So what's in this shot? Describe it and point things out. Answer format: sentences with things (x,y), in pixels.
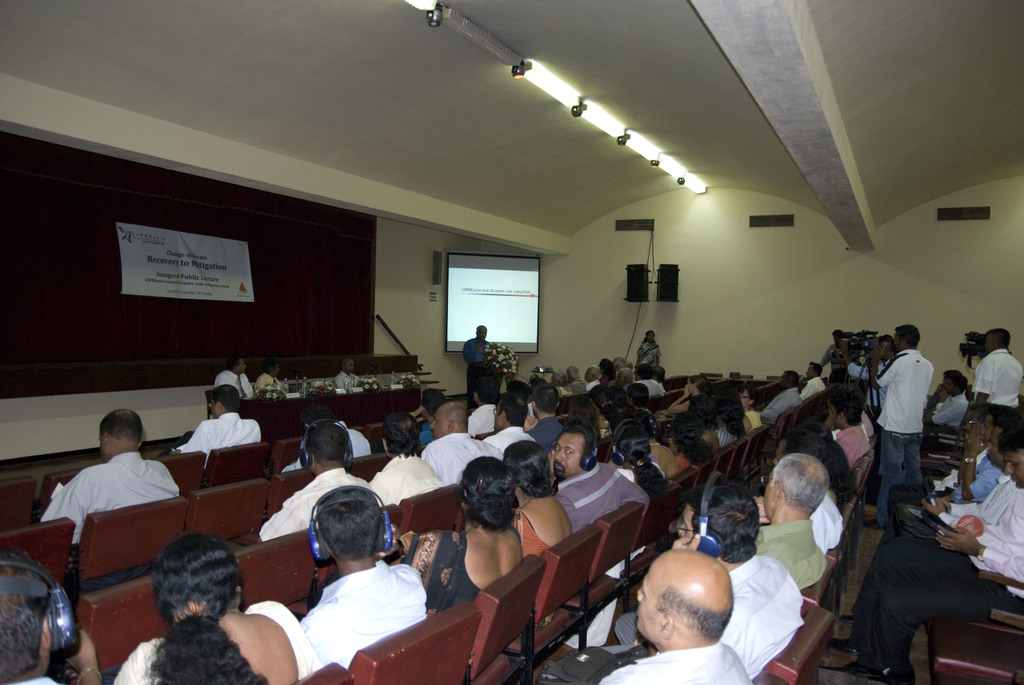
In this image I can see few people (544,412) are sitting on the chairs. In front I can see a banner (142,234) attached to the board (271,246). I can see few speakers (633,285), projector screen (474,289), lights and few people (899,347) are holding cameras (858,340).
